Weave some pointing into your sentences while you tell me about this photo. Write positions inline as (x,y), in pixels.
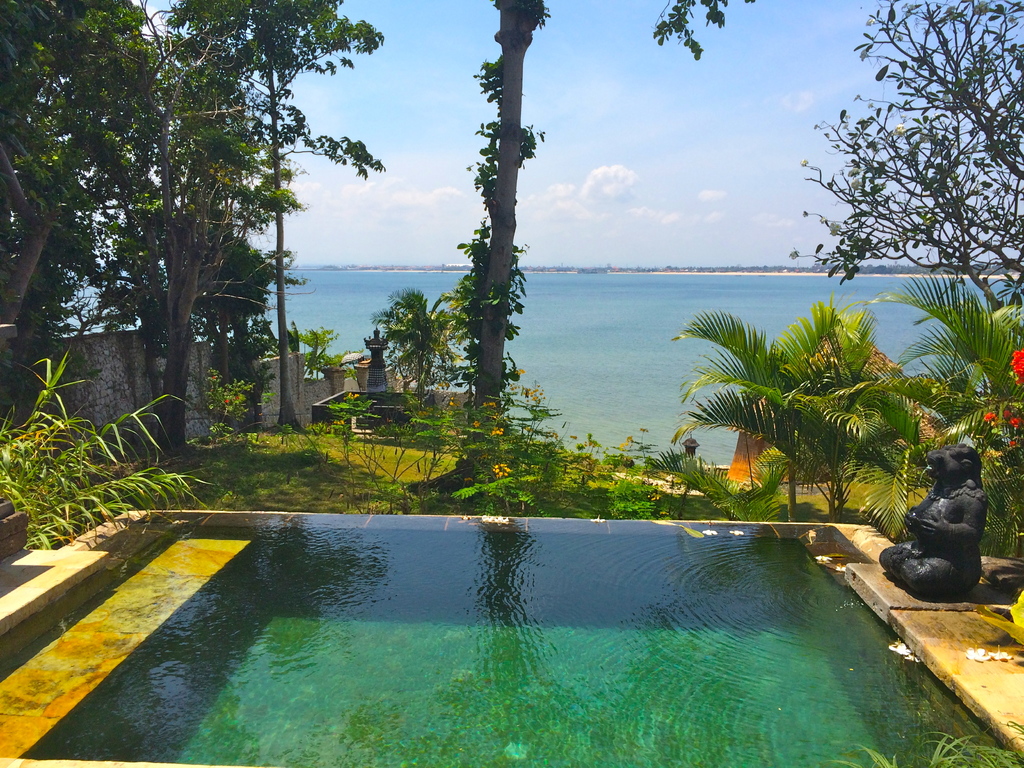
In this image there is a sculpture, flowers (1020,369), swimming pool (437,577), plants (460,445), grass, water (343,339), trees (993,370), sky (599,28).
